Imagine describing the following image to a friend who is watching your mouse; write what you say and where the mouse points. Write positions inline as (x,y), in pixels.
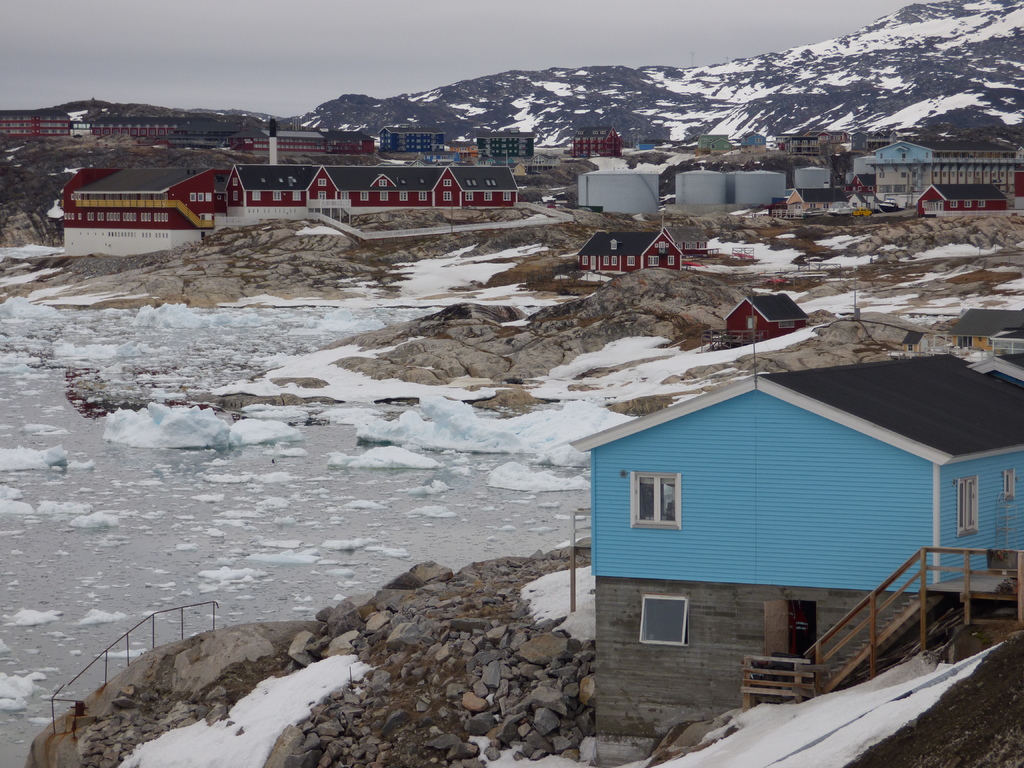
In this image we can see buildings (343,203), poles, rocks (548,621), icebergs (397,420), hills (763,106) and sky (451,48).
